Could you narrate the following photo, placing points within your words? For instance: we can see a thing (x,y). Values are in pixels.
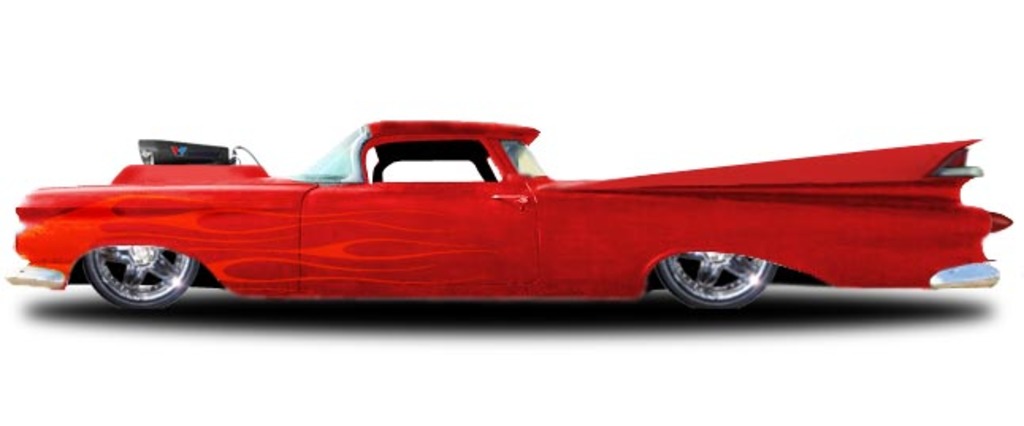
This picture shows that there is a red color car (159,300).
